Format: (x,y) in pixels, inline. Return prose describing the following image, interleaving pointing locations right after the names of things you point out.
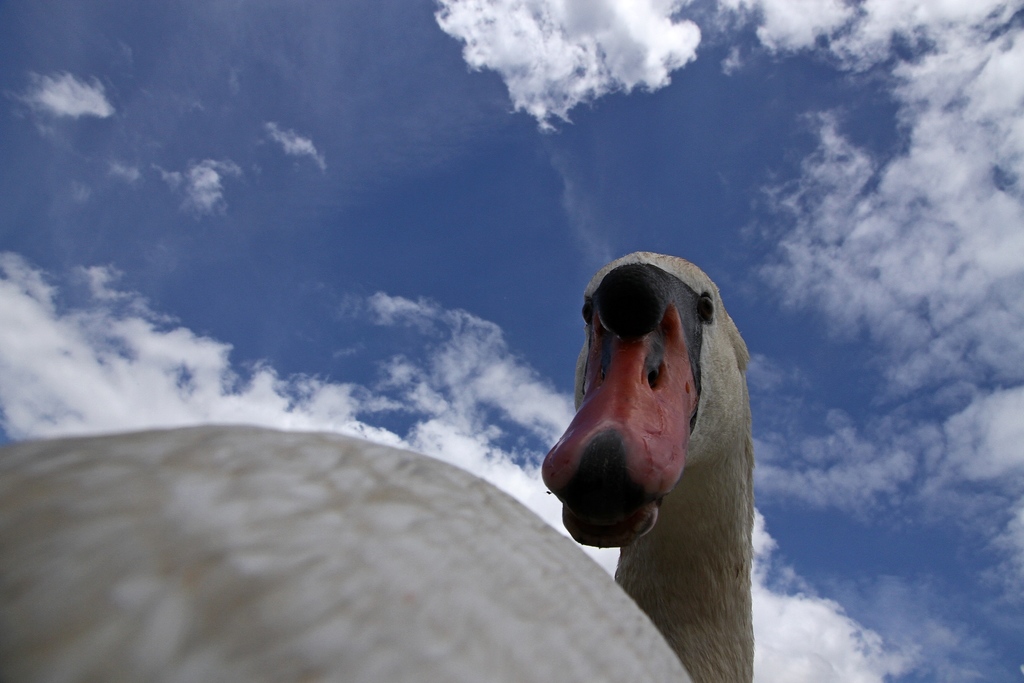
In the picture I can see a bird (687,511). In the background (534,304) I can see the sky (383,340).
